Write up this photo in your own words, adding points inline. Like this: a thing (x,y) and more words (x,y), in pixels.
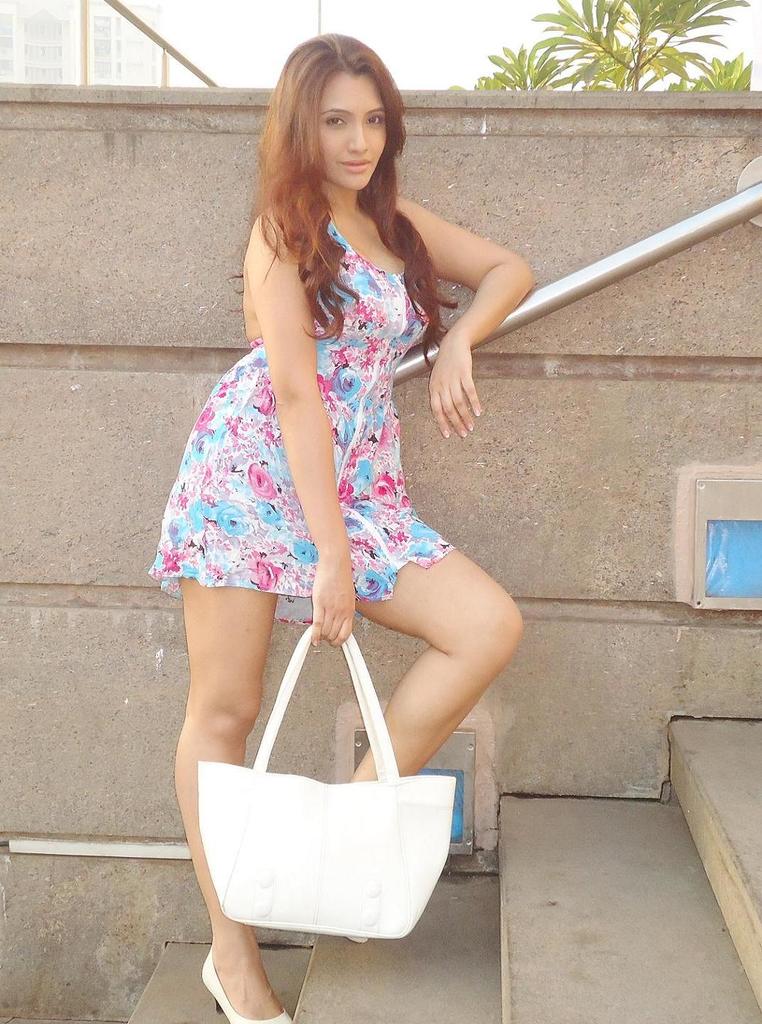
In this image I can see a person (277,487) holding the bag (364,833). In the background (535,45) there is a plant (618,60).
